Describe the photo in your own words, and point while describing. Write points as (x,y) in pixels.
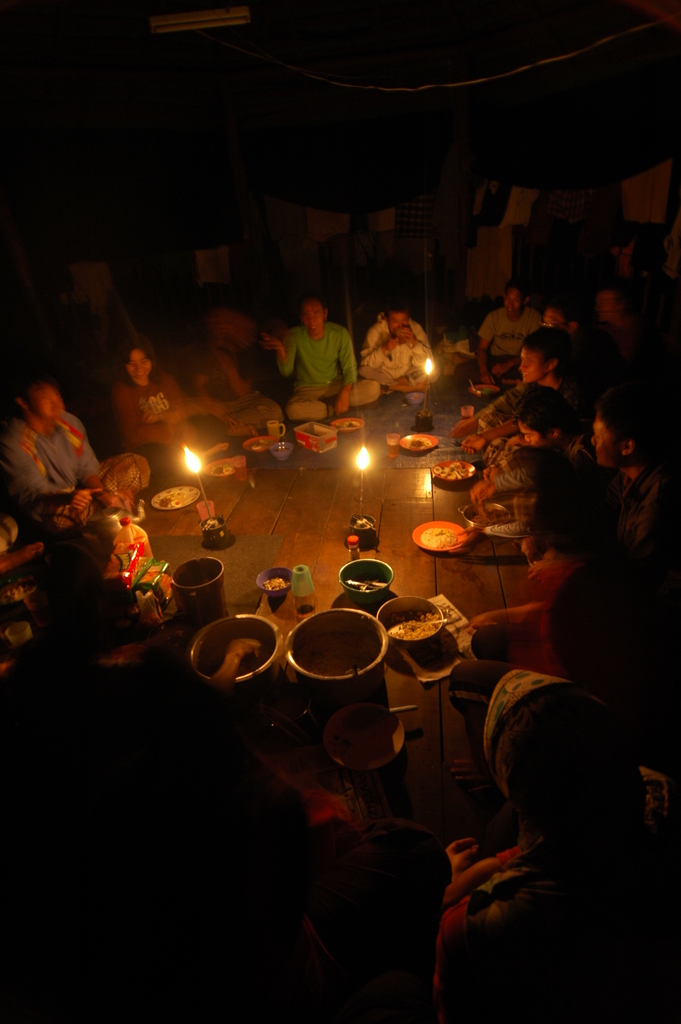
In the image we can see there are people (77,450) sitting on the floor (410,469) and there are candles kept on the floor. There are food items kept in the bowls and background of the image (423,270) is little dark.
